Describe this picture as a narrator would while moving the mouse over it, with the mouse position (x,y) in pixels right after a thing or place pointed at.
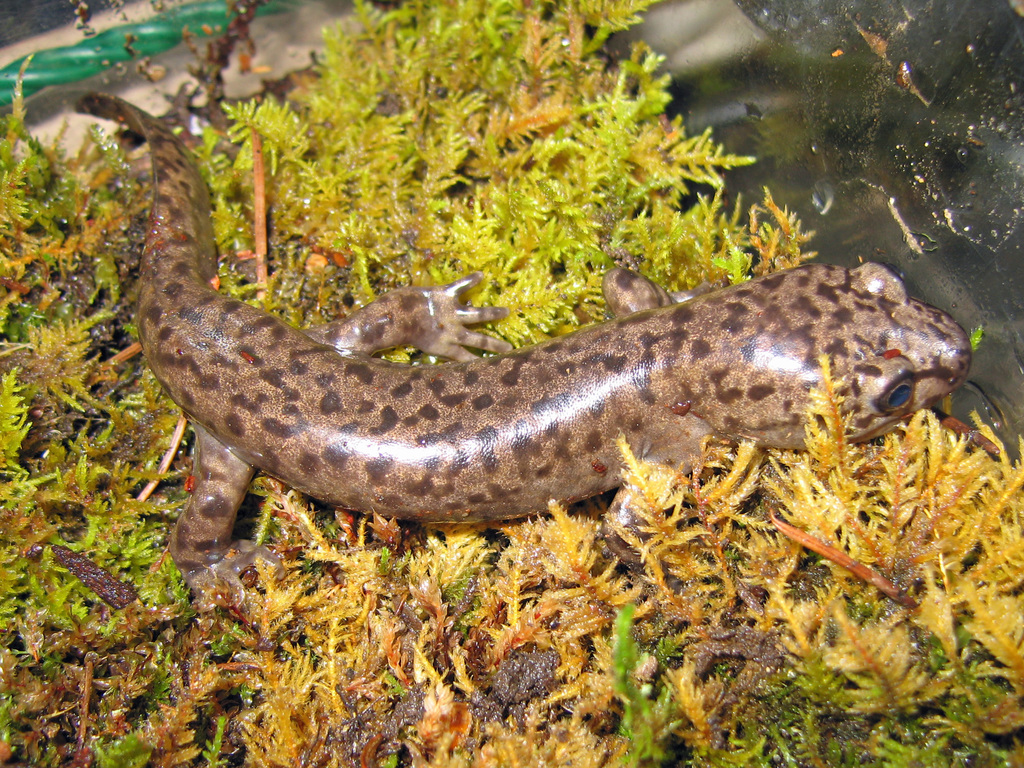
This is a zoomed picture. In the center (403,399) there is a salamander (364,382) and we can see the small plants (497,589). In the background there are some objects (897,144).
